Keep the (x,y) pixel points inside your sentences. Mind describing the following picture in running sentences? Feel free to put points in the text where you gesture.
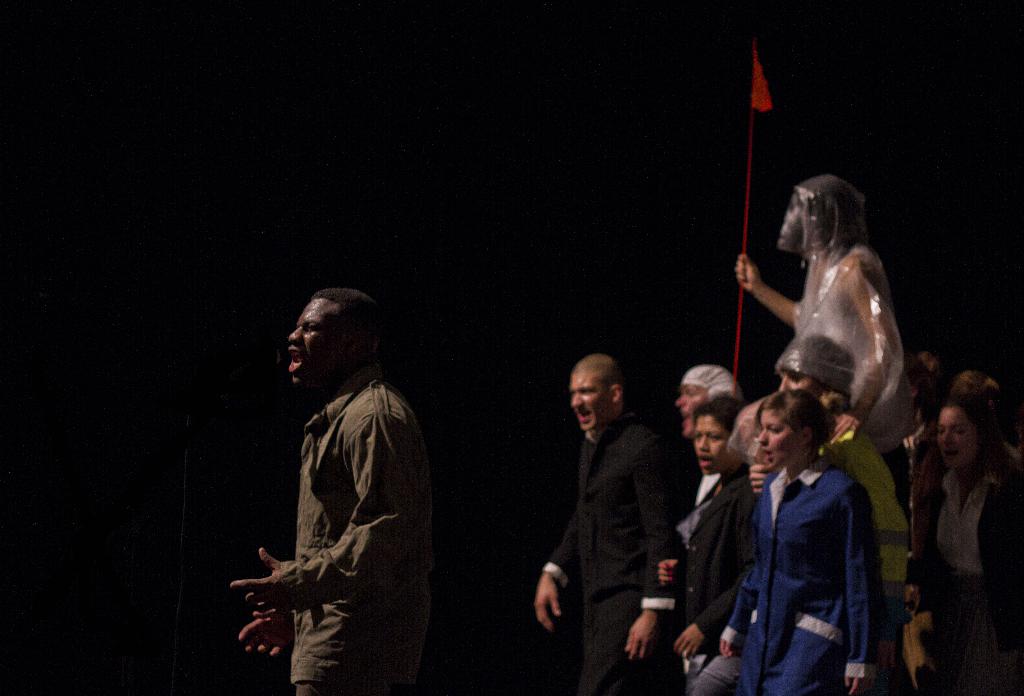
In this image we can see these persons (359,571) are walking and we can see this person (829,390) is lifting another person (772,301) who is wearing cover (859,279) and holding a red color flag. The background of the image (806,70) is dark.
